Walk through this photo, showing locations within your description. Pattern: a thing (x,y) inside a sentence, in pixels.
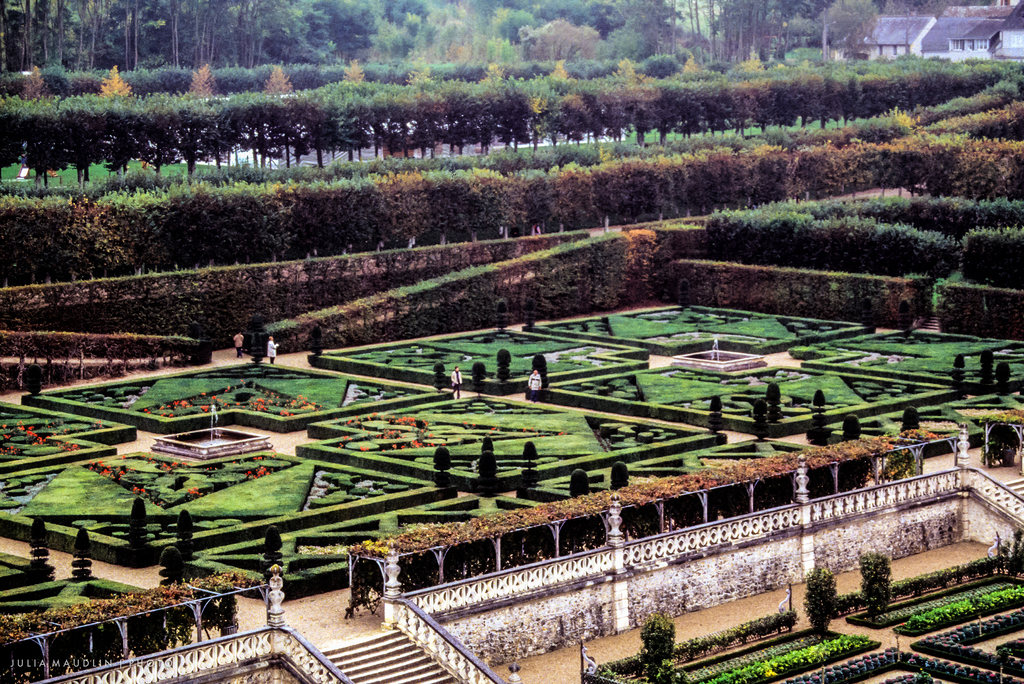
In this image we can see many trees (209,45). We can also see the houses (957,34), shrubs (634,445), grass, plants (970,597), stairs (383,633) and also the railing (1013,495). We can also see the path (910,563) and also the water fountains (227,445). We can see a few people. We can also see the flower plants (155,463).
